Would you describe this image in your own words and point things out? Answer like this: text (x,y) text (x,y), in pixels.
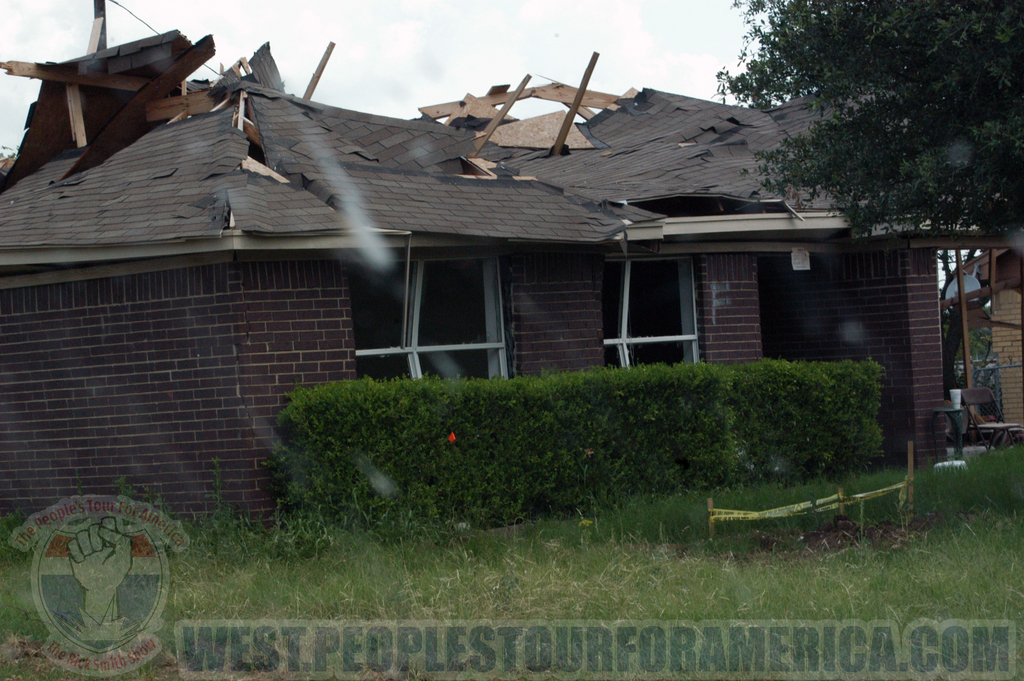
In this image there is a house (500,258). There are plants (641,491) on the grassland (632,554). Bottom of the image (60,619) there is some text (322,635) and a logo (113,602) having an image of a hand (113,582) and some text (125,510). Right side (947,28) there is a tree (891,160). Top of the image (524,21) there is sky (485,42).
